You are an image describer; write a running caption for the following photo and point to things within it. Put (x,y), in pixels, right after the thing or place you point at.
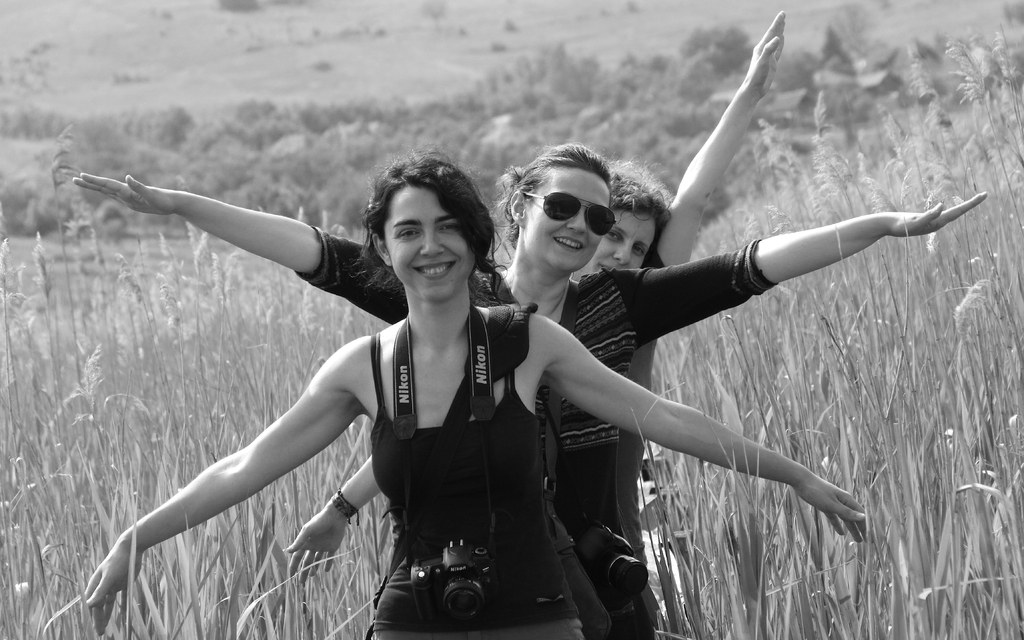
In this picture we can see there are three people (432,423) standing on the path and behind the people (521,424) there are trees (334,115) and grass (802,278).
